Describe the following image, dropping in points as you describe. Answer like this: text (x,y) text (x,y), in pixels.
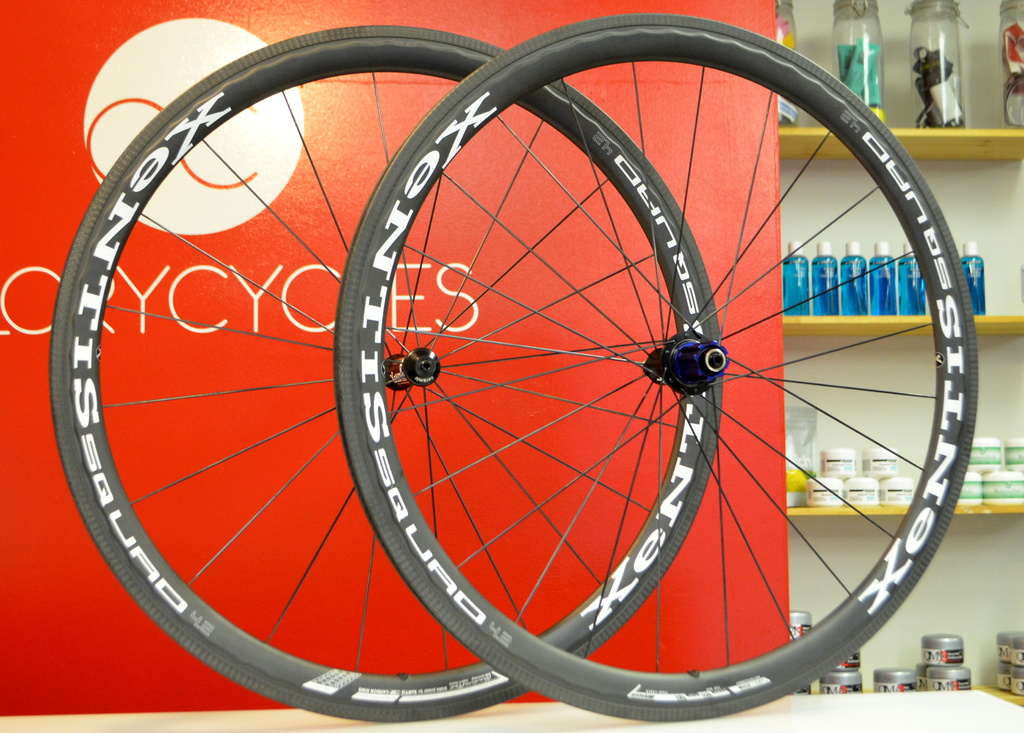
In the center of the image (419,372) there are two cycle wheels (340,373). In the background (74,69) there is a poster (87,685), shelves (915,130) and objects (951,80) placed in the shelves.
